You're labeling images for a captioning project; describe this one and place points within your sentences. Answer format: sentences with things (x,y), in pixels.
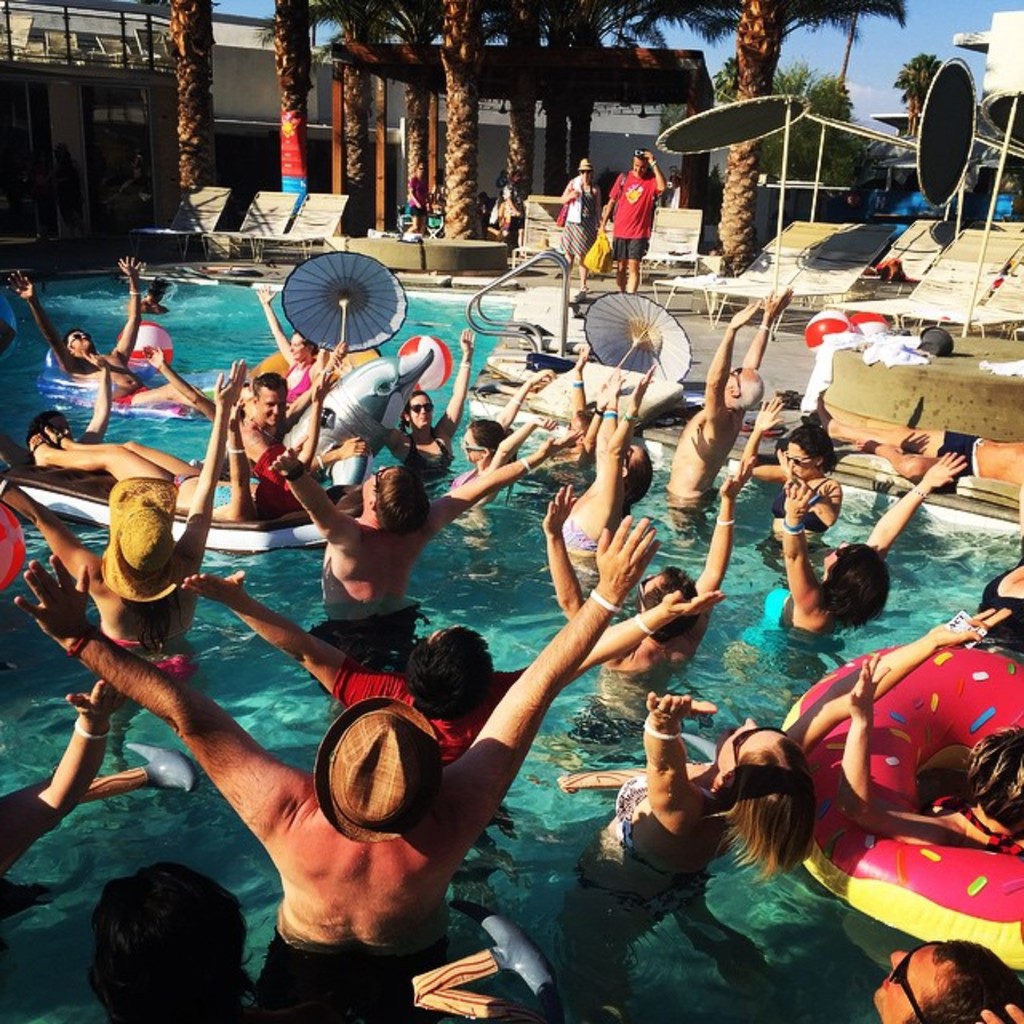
In this image there is the sky (669,26) towards the top of the image (950,29), there are trees (202,89) towards the top of the image (543,143), there is a building (217,140) towards the left of the image (263,69), there are chairs (1004,293), there is a swimming pool (611,813) towards the bottom of the image (577,742), there are persons (320,838) in the swimming pool (451,468), there are umbrellas (682,363), there are persons (637,261) walking, they are holding an object (612,254), they are wearing bags (598,270), there is an object (954,144) towards the right of the image (951,129).
